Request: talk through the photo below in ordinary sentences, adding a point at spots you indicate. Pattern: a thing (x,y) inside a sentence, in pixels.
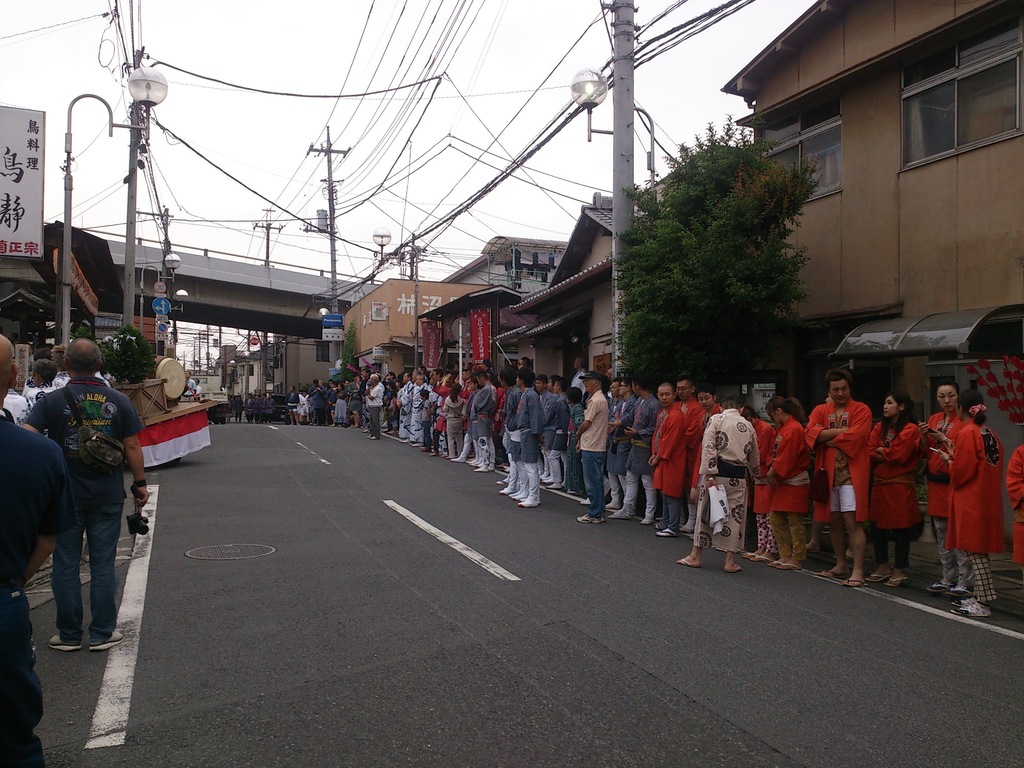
In this image we can see a few people (97,509), one of them is holding a camera (136,515), there are light poles (383,243), there are wires (456,22) connected to electric poles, there are houses (524,305), windows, plants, trees (350,332), there are boards (32,131) with text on them, also we can see the sky (290,107).
